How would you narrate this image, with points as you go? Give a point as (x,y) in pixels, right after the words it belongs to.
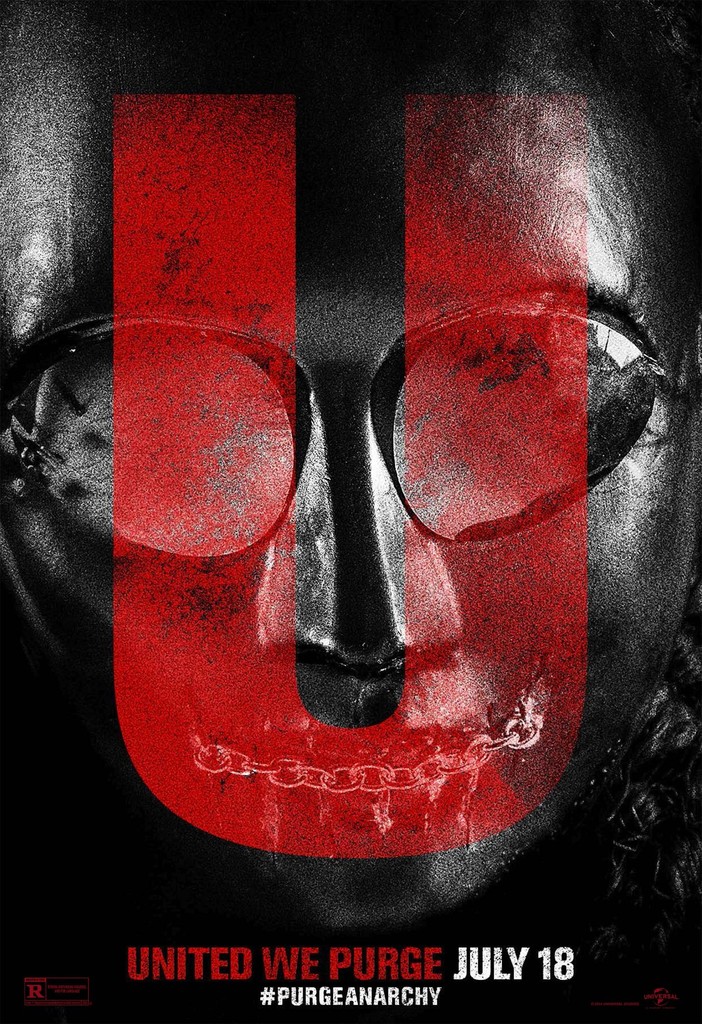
In this image, there is a picture (163,826) on that picture (263,792) at the bottom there is UNITED WE PURGE JULY 18 written.
